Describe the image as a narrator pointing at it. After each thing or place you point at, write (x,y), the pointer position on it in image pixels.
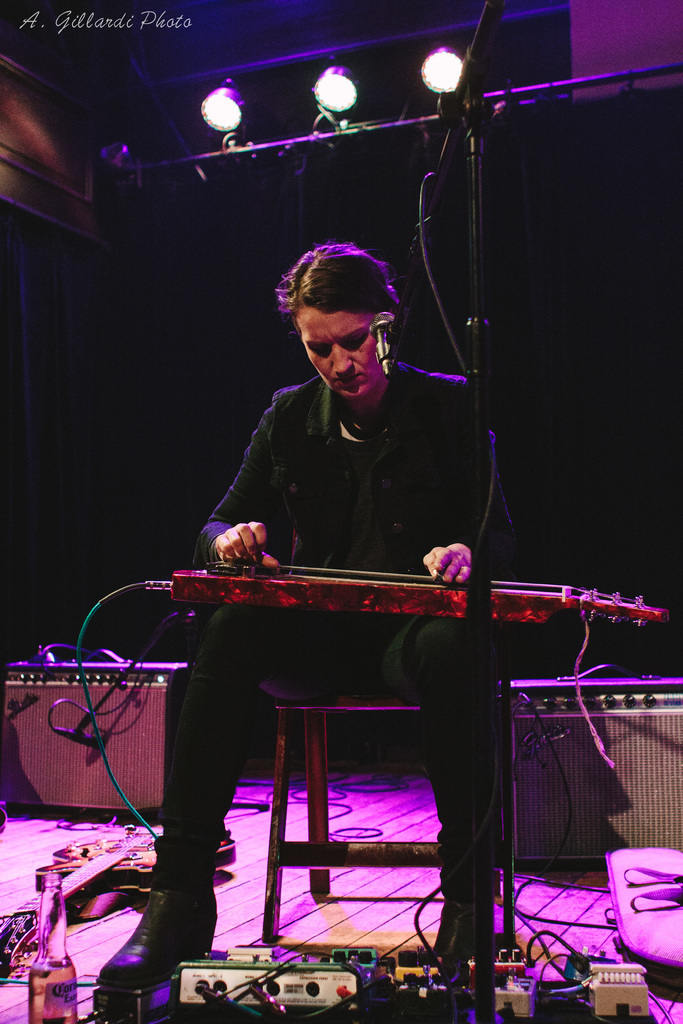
In this picture I can see person (308,624) sitting and playing some musical instrument (337,596) and also there are some objects (187,993) on the floor (249,927).
